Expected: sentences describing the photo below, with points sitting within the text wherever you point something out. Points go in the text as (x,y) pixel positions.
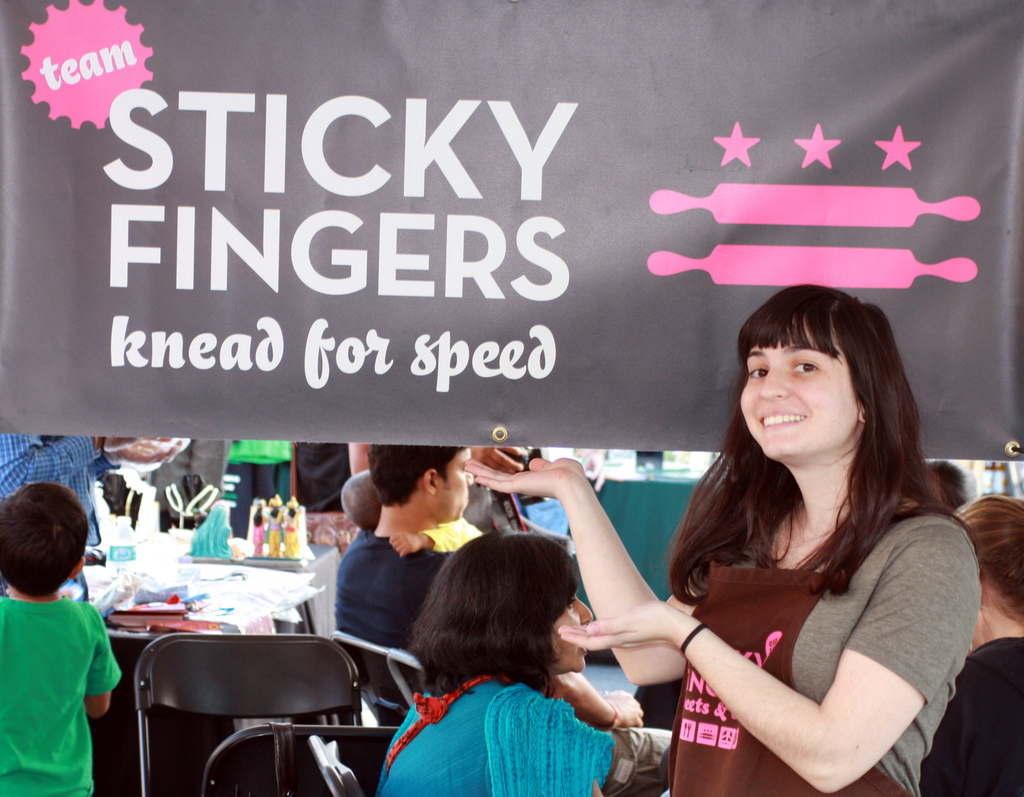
In this image i can see a woman (778,578) standing and smiling. In the background (712,405) i can see few persons (492,570) sitting on chairs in front of a table (258,593) and few persons (49,745) standing and I can see banner (562,322) on which there is a writing" (121,358) sticky fingers, knead for speed".
